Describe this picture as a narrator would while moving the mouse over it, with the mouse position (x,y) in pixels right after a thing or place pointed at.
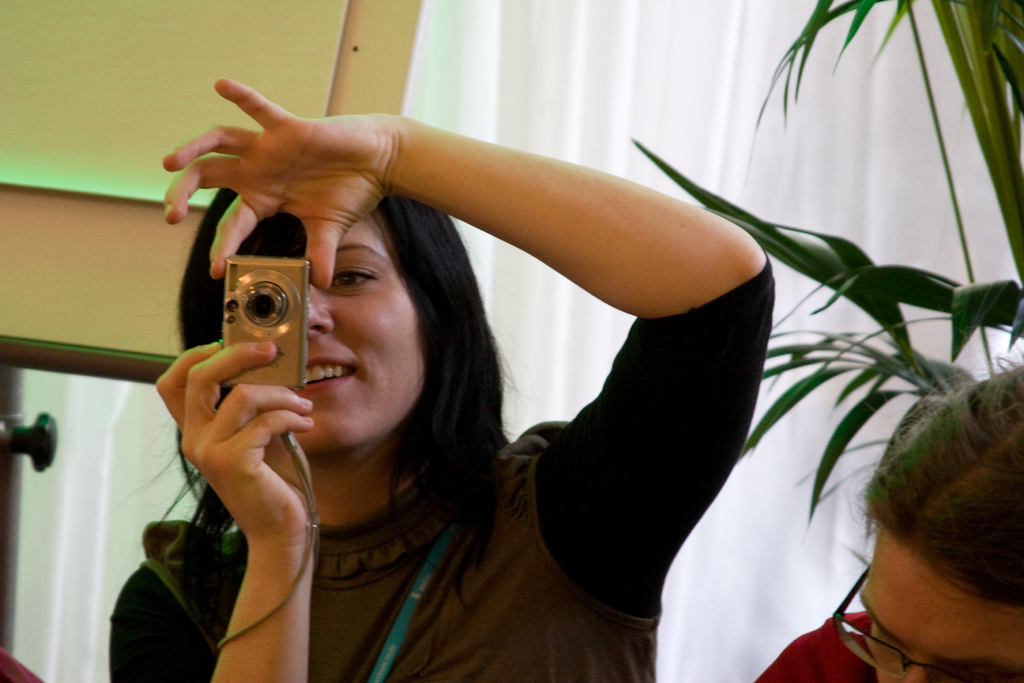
In this image, In the left side (236,647) there is a woman (510,572) she is standing and she is holding a camera (267,373) she is taking a picture, In the right side (881,666) there is a person (985,617) sitting and there is a green color plant (913,272), In the background (781,221) there is a white color curtain (730,114).
